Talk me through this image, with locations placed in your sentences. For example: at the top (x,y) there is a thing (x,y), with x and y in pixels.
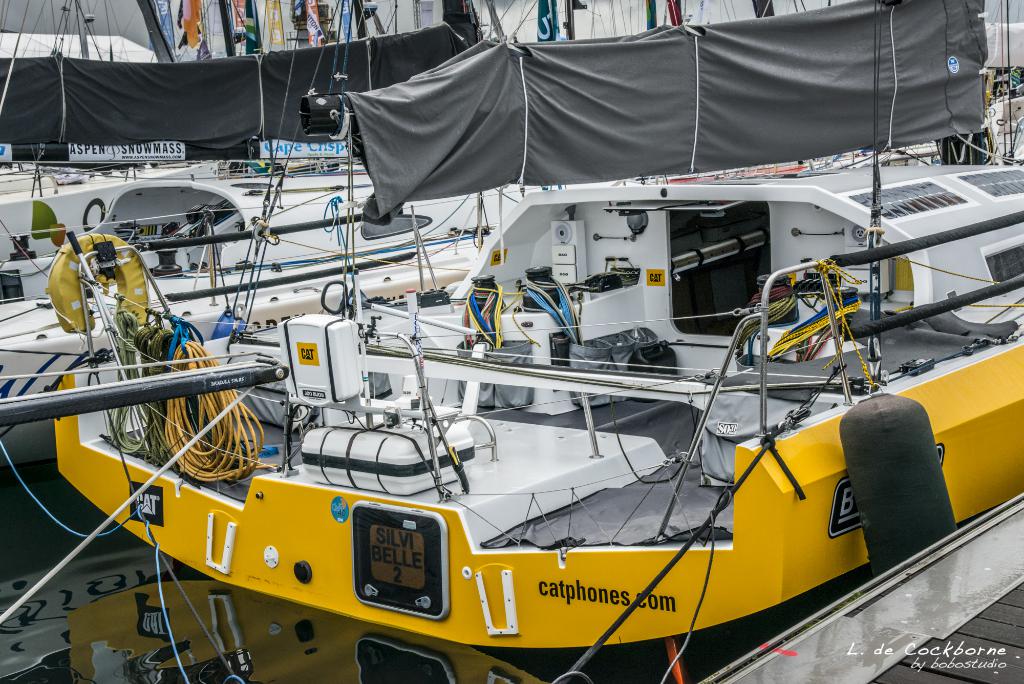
In the image there are many ships (492,441) with wire (222,476) and electrical equipment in it.
